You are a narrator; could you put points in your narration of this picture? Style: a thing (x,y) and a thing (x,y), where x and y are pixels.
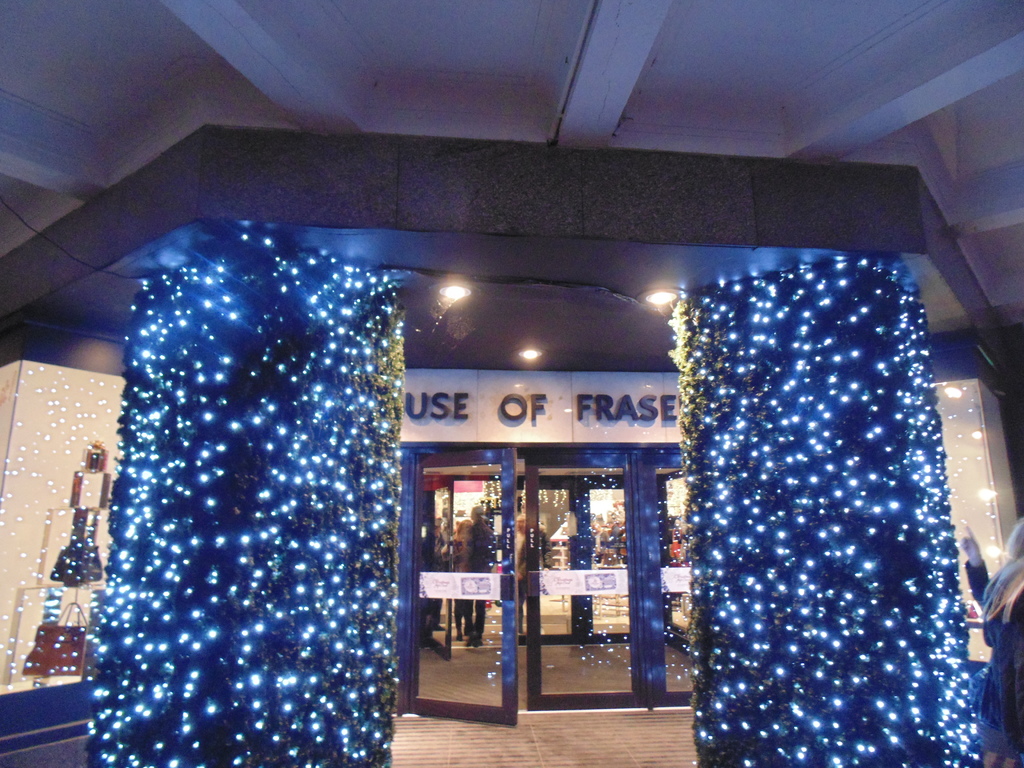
In this image I can see a building (643,333). In front (184,325) I can see a blue lights (794,420) on the pillars (802,506). In front I can see a glass door (526,589) and something is written on the whiteboard (555,414). Top I can see lights (450,290).
